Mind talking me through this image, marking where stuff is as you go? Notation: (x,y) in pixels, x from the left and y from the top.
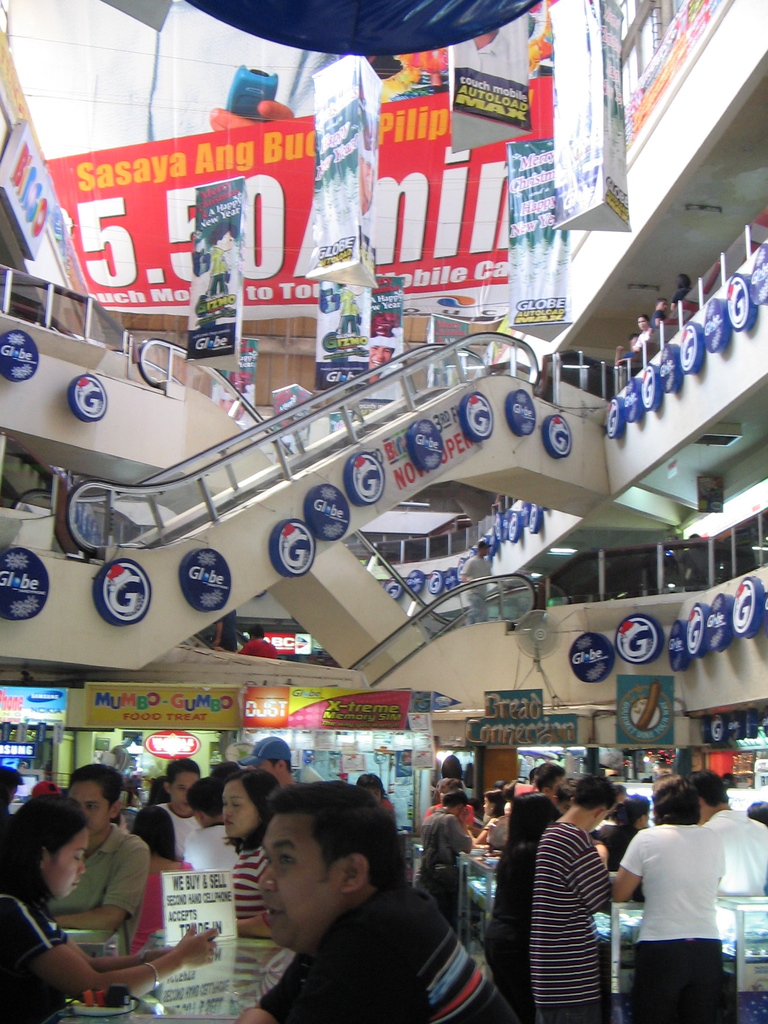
Here men (449,882) and women (668,923) are standing, this is a building (532,480), these are banners (378,208).
